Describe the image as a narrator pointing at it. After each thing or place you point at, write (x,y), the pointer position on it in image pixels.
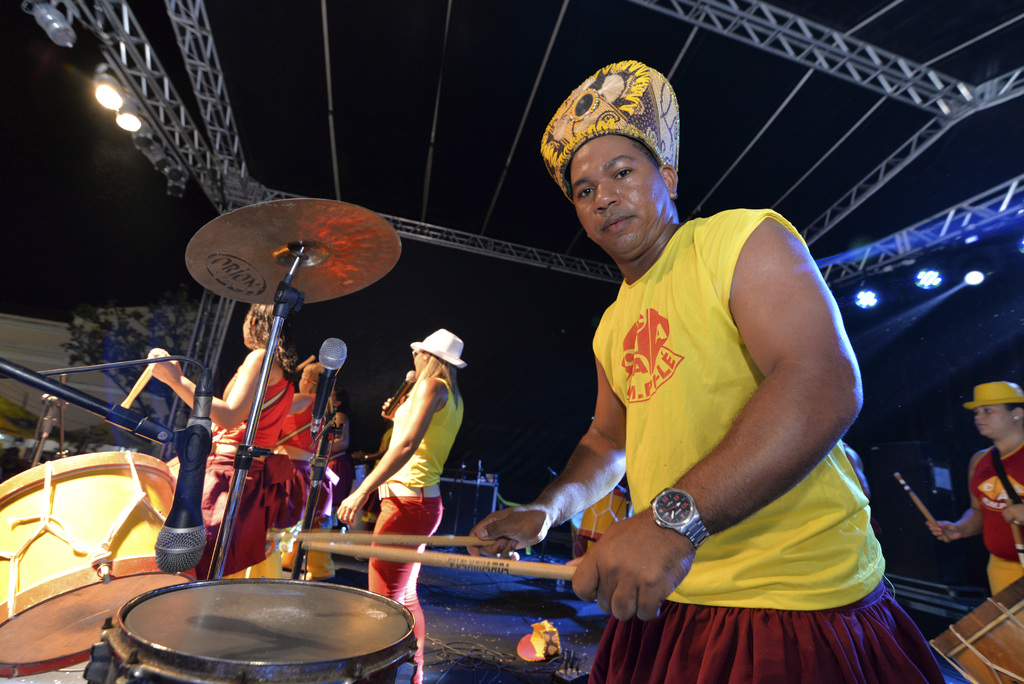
In this picture we can see some people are standing and giving a performance, and one person (651,357) is playing a drums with sticks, he is wearing a yellow color top (664,361) and wrist watch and with some colored cap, to the ceiling (488,156) we can see a stand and lights (109,94) fixed to it.
